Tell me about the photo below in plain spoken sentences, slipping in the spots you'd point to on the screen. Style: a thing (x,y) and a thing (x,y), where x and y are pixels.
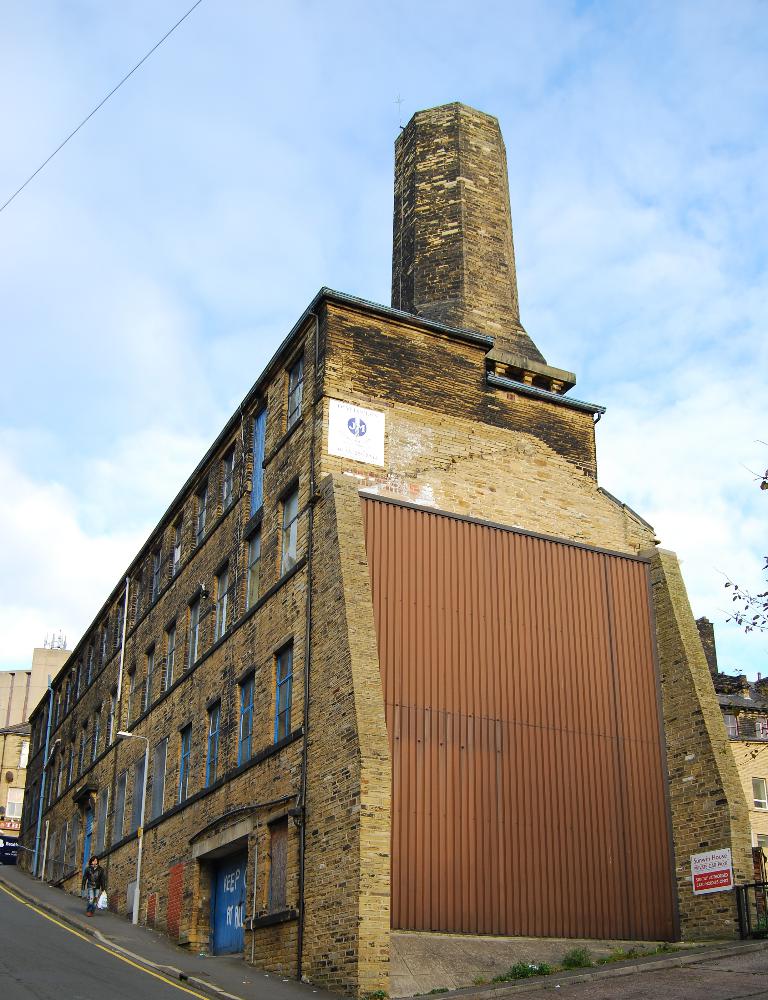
In this picture we can observe a building (221,697) which is in brown color. There are some windows (213,770). There is a road (90,952). We can observe a person (87,886) walking on the footpath (152,949). In the background (216,301) there is a sky (307,194) with some clouds (665,482).
